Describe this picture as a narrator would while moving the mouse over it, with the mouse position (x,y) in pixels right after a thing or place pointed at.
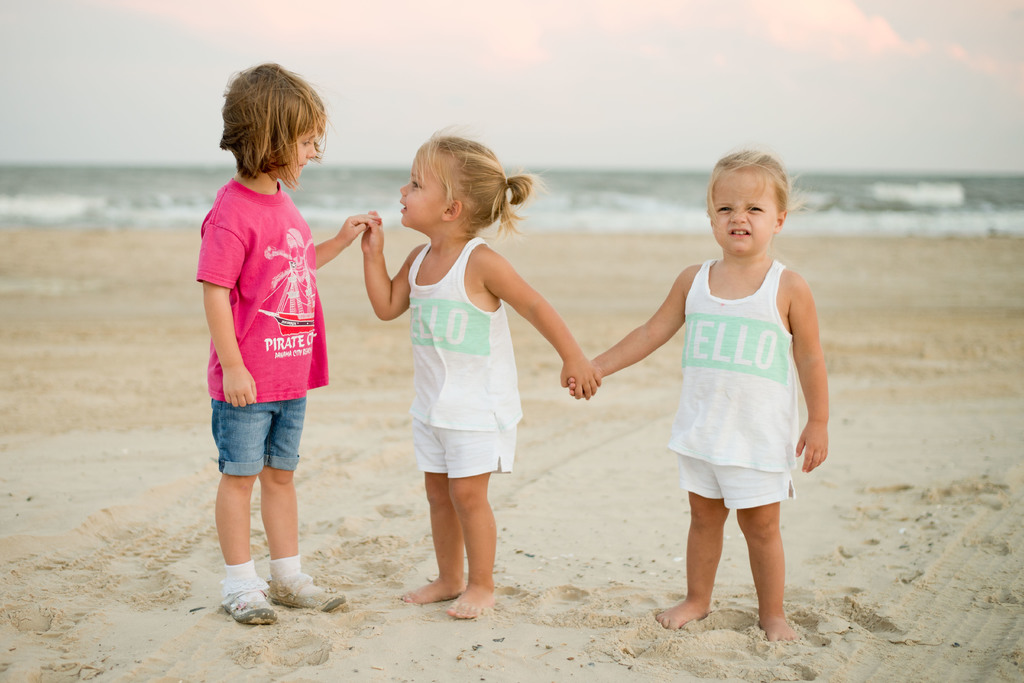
In this image a kid (267,307) wearing a pink shirt (248,306) is standing on the land (341,317). Beside him there is a girl (442,360) wearing a white top (443,368). She is holding a hand (572,382) of a girl (722,426) wearing white top (689,404). Middle of image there is water (666,214) having tides (951,207). Top of image (623,77) there is sky (522,49).
